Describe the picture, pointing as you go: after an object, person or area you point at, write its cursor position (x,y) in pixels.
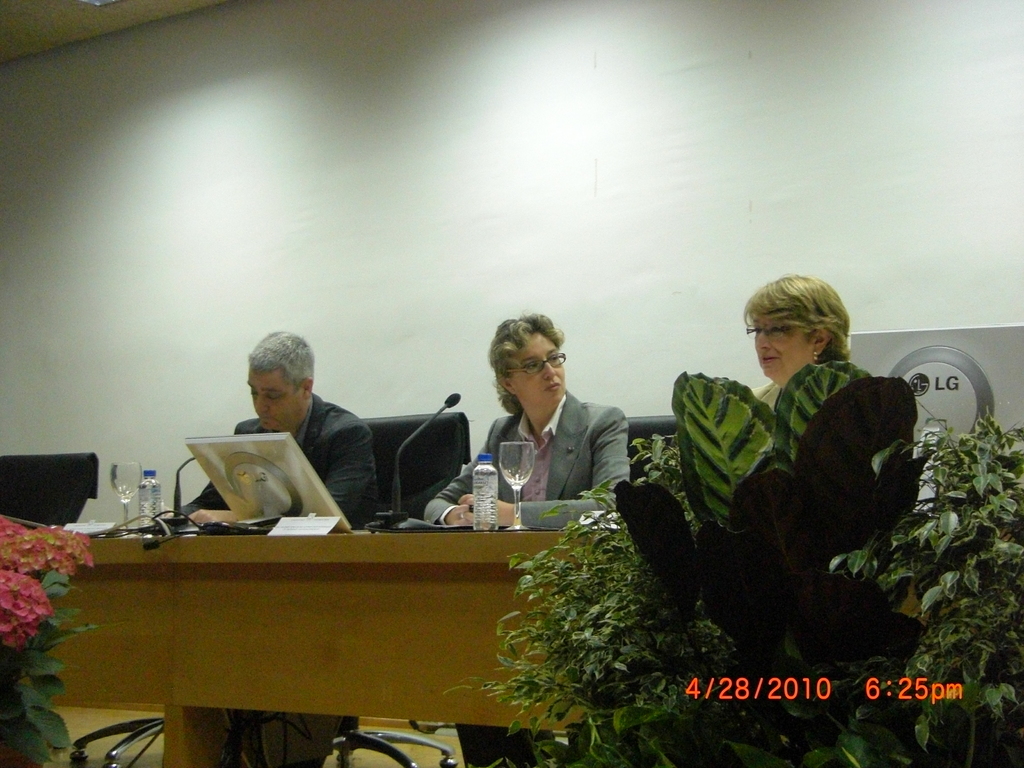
In this image there are three persons (567,467) sitting on the chairs (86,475), there are bottles (478,521), glasses (116,469), laptops (325,488), mikes (373,521) on the table (198,576), plants (939,631), and in the background (404,282) there is a wall (497,83) and a watermark (697,682) on the image.
